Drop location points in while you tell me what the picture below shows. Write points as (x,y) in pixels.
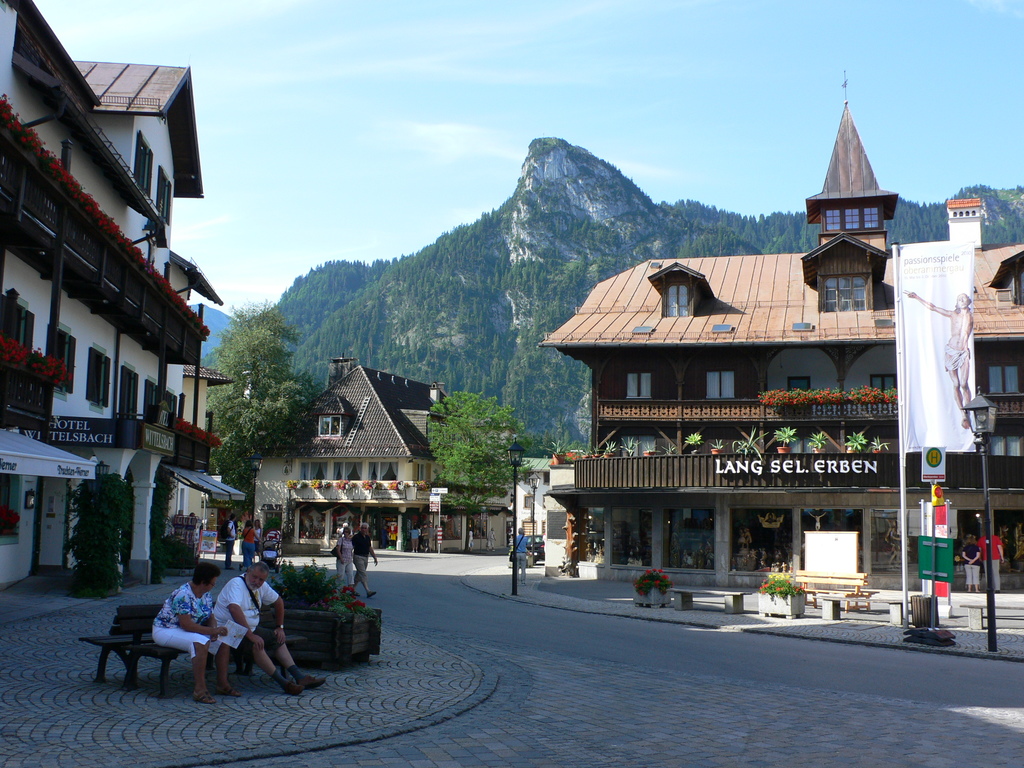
In this image there are a few people (362,557) walking on the streets (395,622) and a few people (243,622) sitting on the benches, on the pavement (847,621) there are flower pots (791,587), flags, sign boards (927,539), trees (463,499) and buildings (142,464), in the background of the image (542,411) there are mountains (529,411).
